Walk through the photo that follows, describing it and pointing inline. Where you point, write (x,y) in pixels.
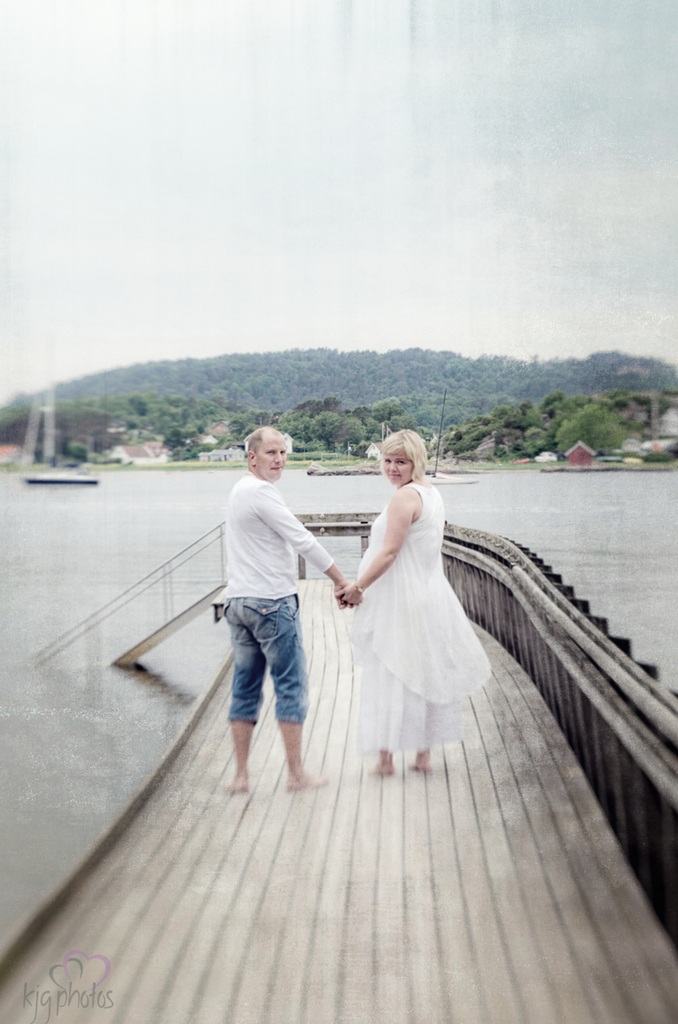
In this image I can see two people (413,729) standing on the bridge (331,719). I can see these people (291,628) are wearing the white and blue color dresses (405,582). In the background (349,577) I can see the water (151,596), trees (315,433), mountains (318,399) and the sky (235,149).
